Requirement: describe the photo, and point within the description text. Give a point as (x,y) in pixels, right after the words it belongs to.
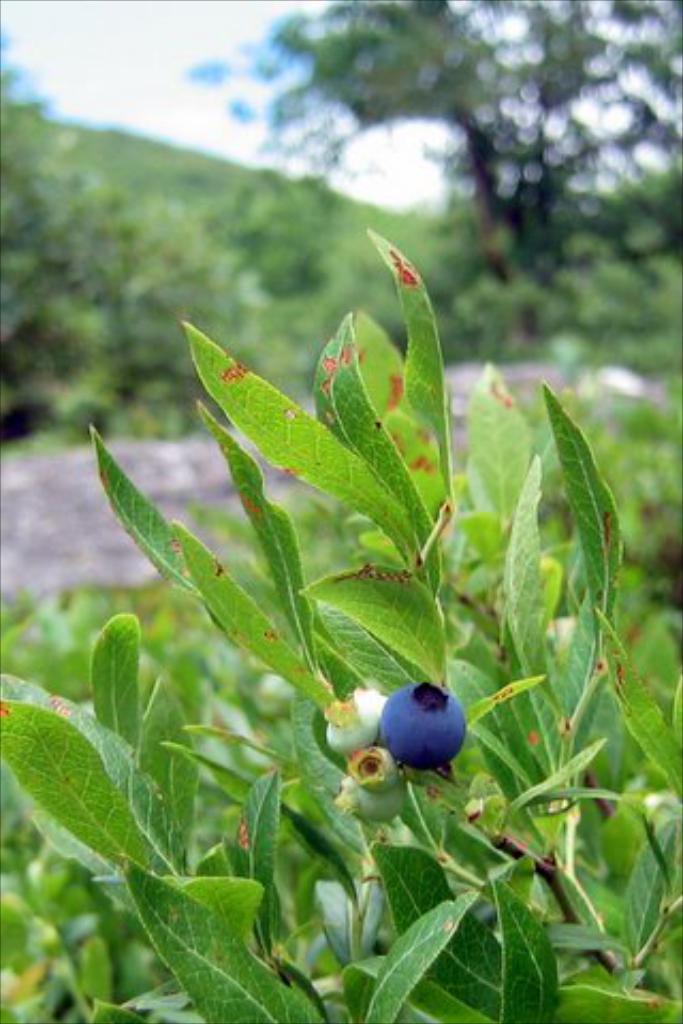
In this image, we can see some plants (352,386). Among them, we can see a plant (395,365) with some berries (395,805). We can also see the blurred background (180,106).
